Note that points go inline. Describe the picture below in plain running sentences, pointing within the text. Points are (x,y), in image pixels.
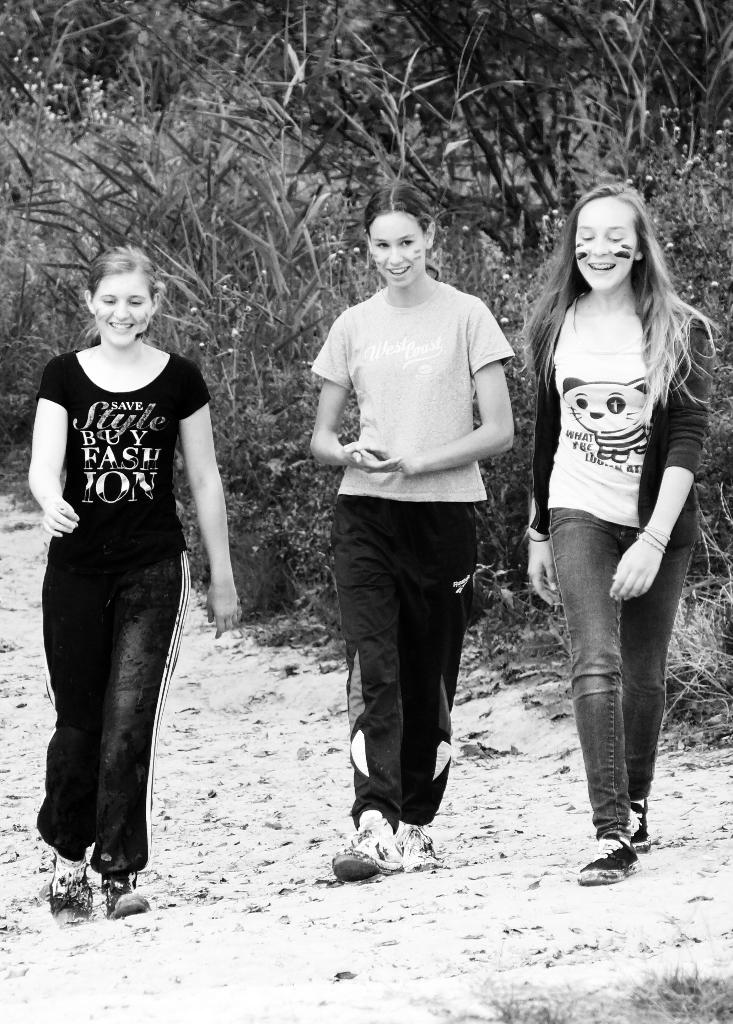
This is a black and white image and here we can see people (410,691) and in the background (382,126), there are trees (105,40). At the bottom (300,852), there is ground (286,866).
